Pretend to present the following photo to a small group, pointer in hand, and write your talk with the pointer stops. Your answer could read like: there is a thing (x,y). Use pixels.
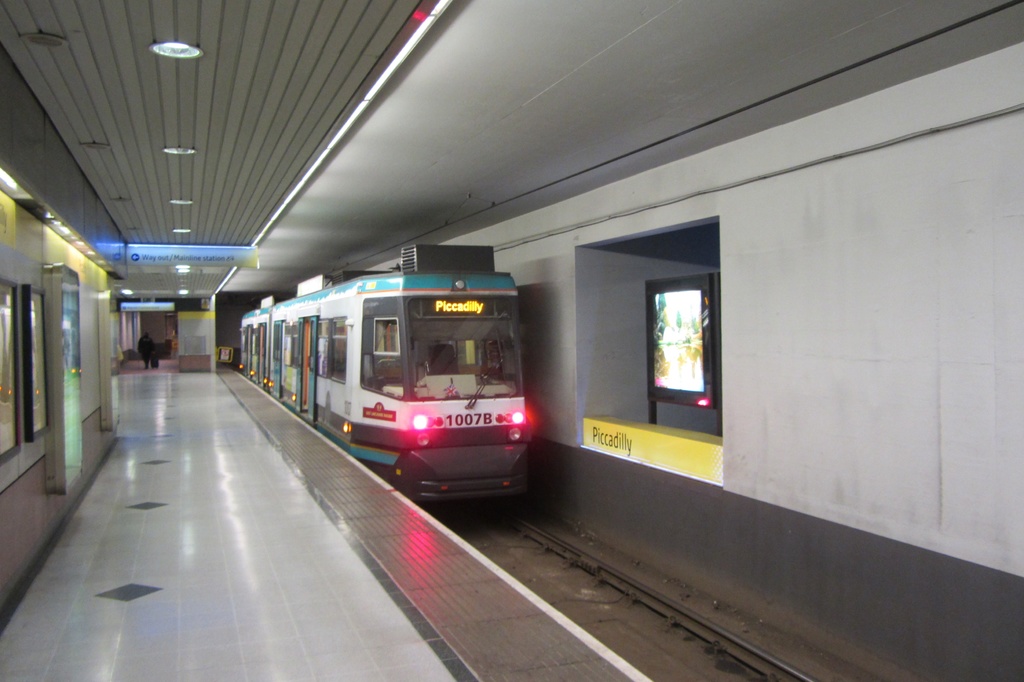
In this image I see the platform (206,428) and I see a train (366,379) over here and I see something is written on this screen (444,310) and I see alphabet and numbers (461,418) over here and I see the lights (500,420) and I see the tracks (522,526). I can also see the lights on the ceiling (238,170) and I see the wall (1011,429).
